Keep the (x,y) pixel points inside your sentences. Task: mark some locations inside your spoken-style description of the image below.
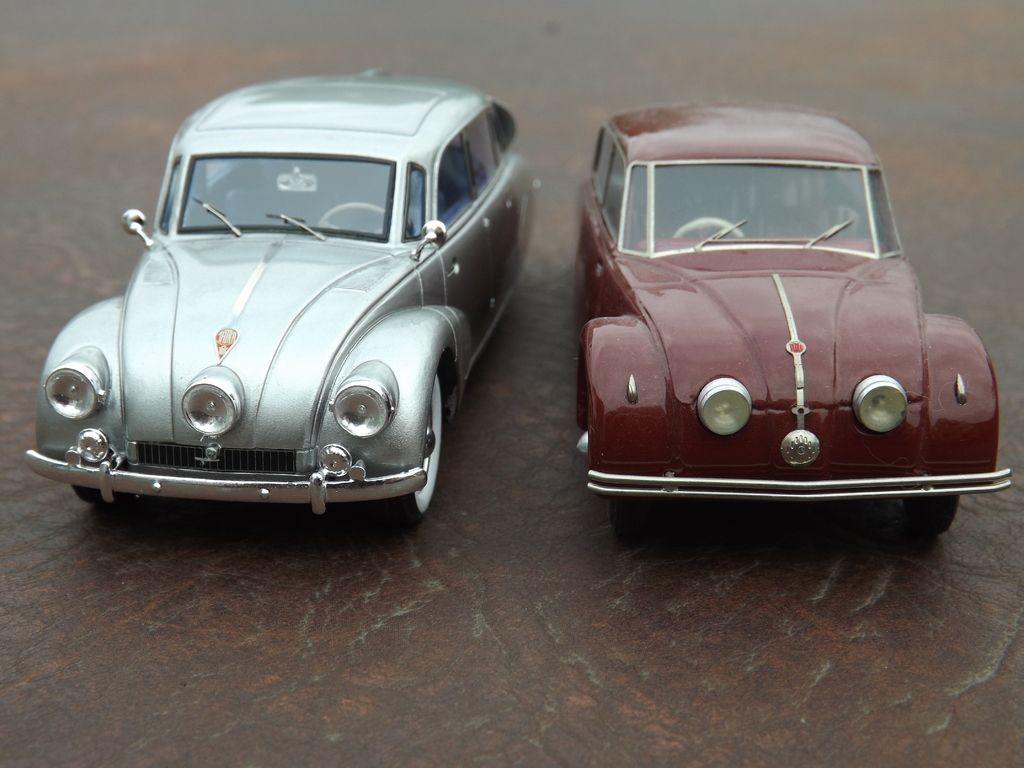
In this image we can see two cars (445,332) on a surface (607,555).
